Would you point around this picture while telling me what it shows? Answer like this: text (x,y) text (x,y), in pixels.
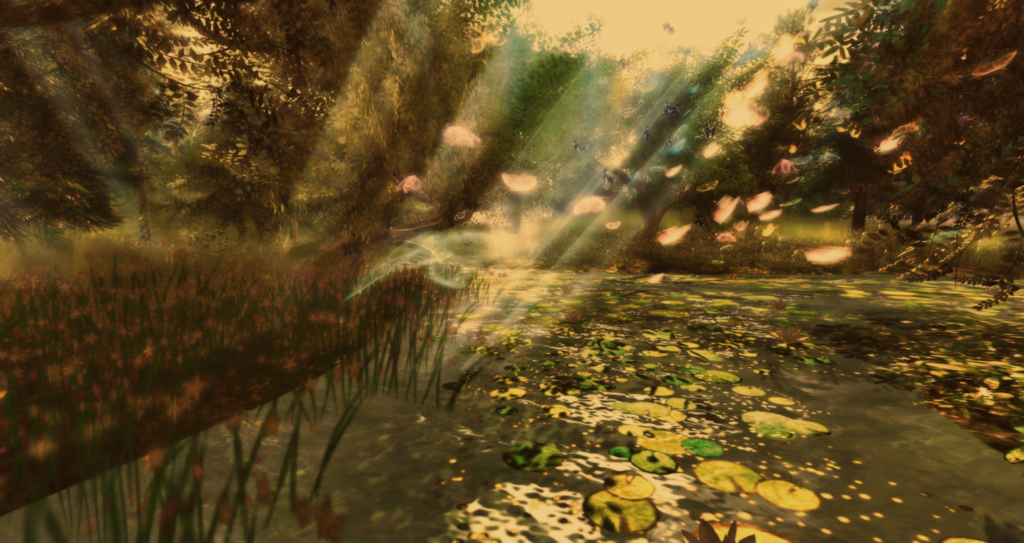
In this picture we can see an edited image of the pond water (693,427) in the front (689,441). Behind we can see some trees (201,83) and sun rays (624,145).
